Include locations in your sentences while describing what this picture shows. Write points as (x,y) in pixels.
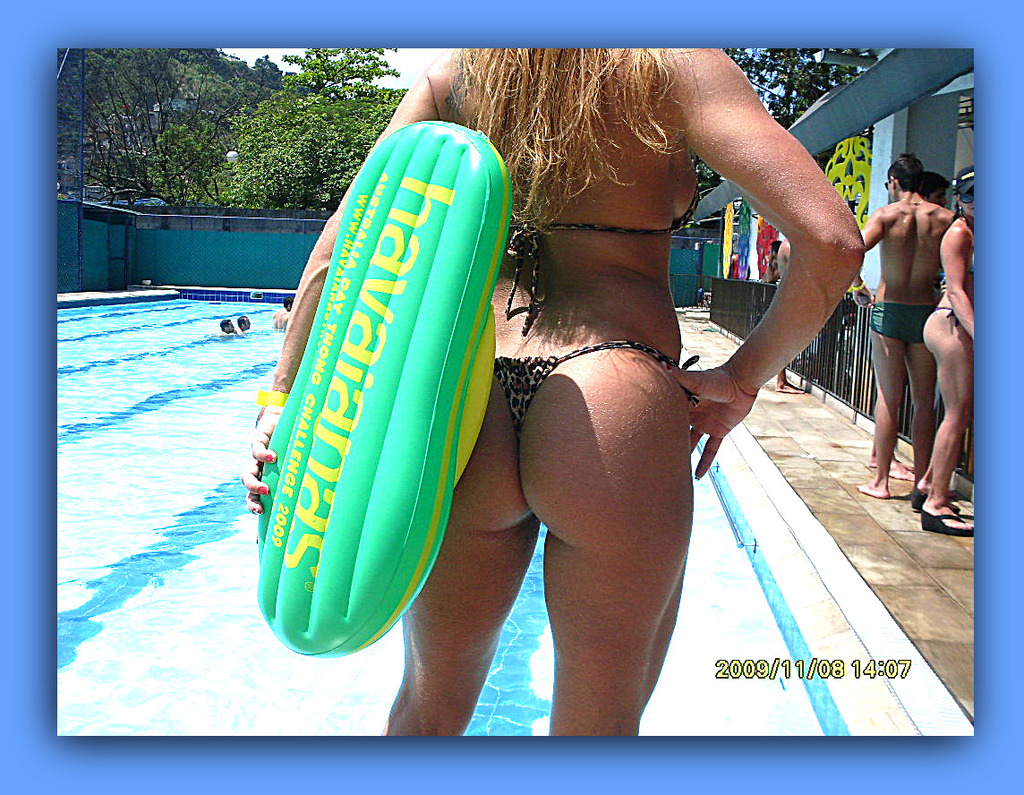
In the foreground of this image (623,497), there is a woman (628,452) holding an inflatable object (364,464). In the background (176,352), there is a swimming pool (156,374) in which there are few people (283,315). On the right (878,388), there are few people (924,399) standing on the path (932,538). We can also see a railing (837,361), wall (680,280) and trees (272,128) in the background (225,183).
